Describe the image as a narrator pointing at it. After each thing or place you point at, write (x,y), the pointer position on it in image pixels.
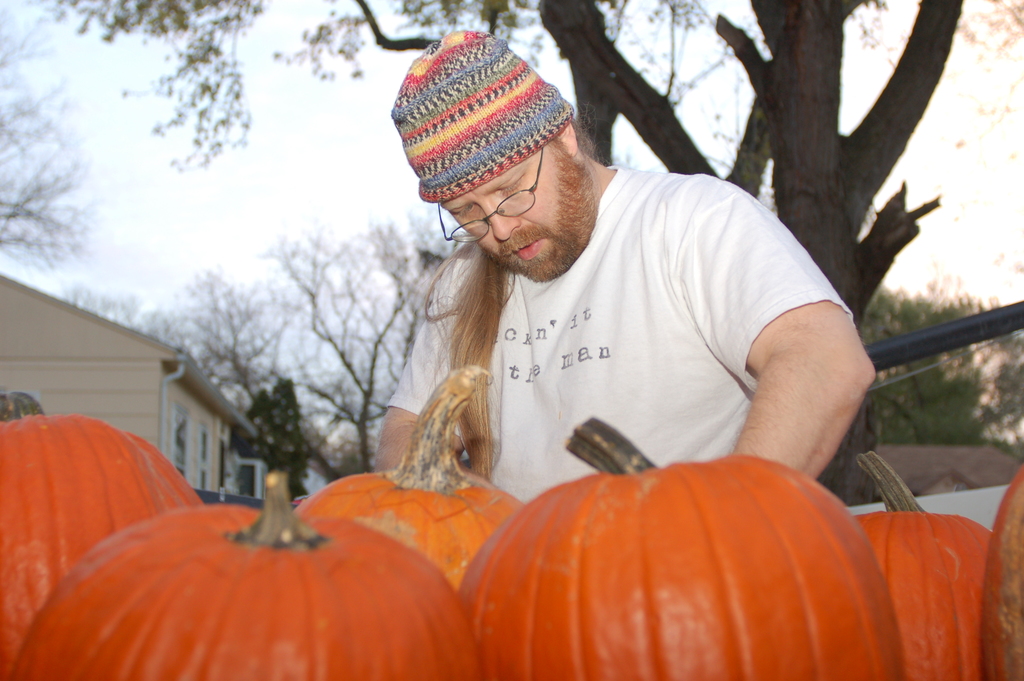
In this image I can see person (664,388). He is wearing white color dress (701,327) and colorful cap (470,94). In front (761,550) I can see few pumpkins (494,572). Back Side I can see building (204,410), windows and trees (287,384). The sky (241,195) is in white color.
